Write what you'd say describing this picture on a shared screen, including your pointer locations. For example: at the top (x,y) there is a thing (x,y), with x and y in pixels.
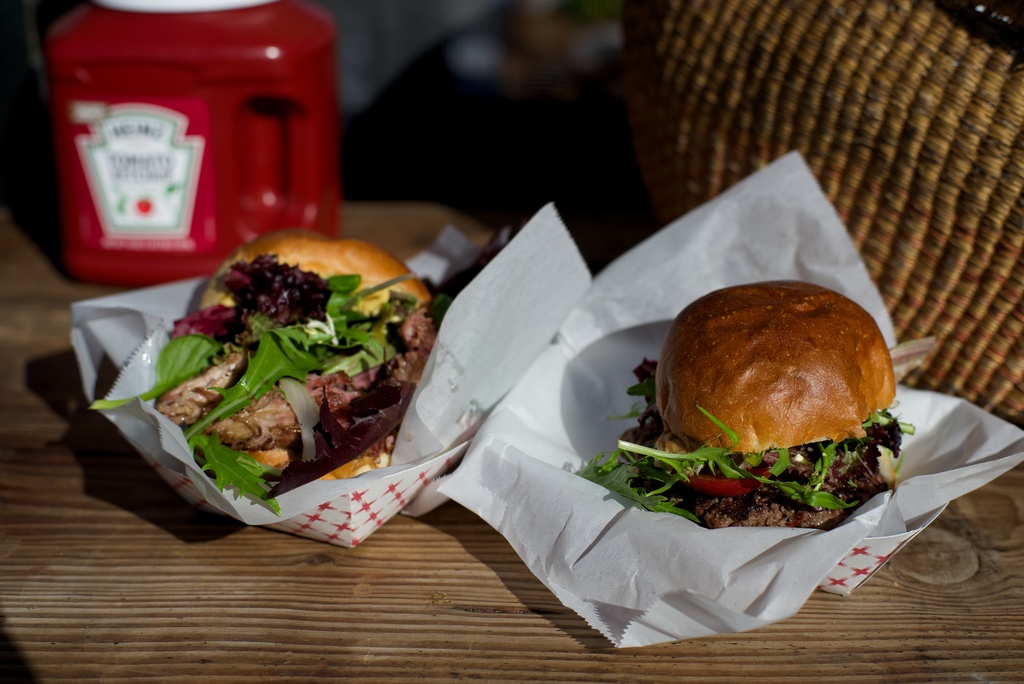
In this image there are two burgers (706,445), behind that it seems like a basket (845,182) and a bottle (137,127) arranged on the table (513,657).
